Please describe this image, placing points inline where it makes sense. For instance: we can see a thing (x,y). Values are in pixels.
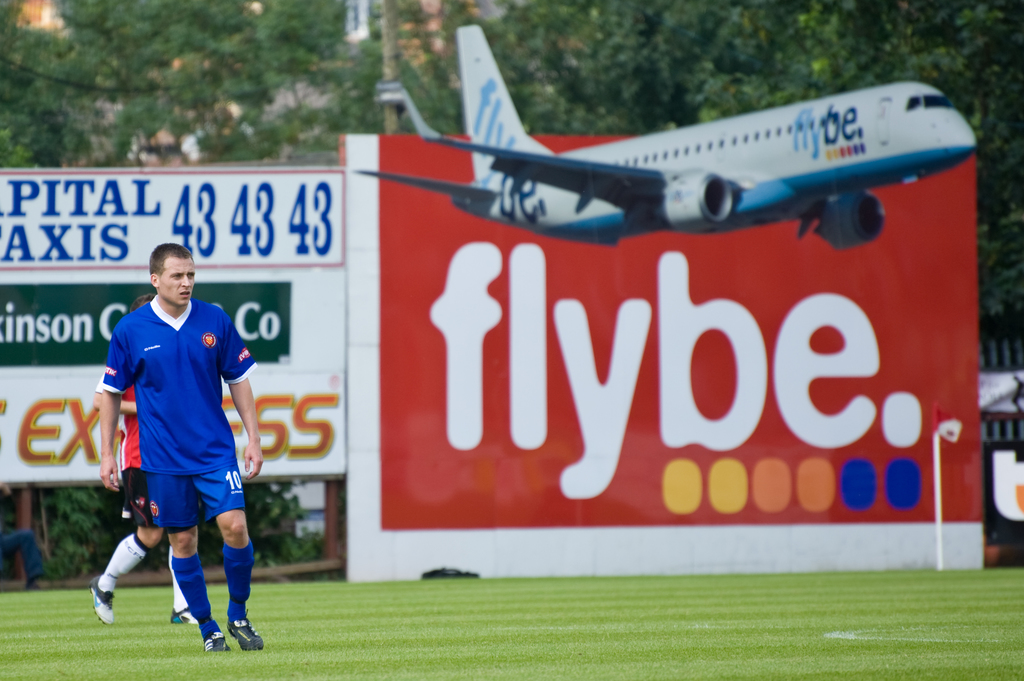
On the left side (202,441), we see the man (207,423) in the blue T-shirt (178,425) is standing. Behind him, we see a person (127,404) in the red T-shirt (138,445) is walking. They might be playing the game. At the bottom (610,612), we see the grass (794,641). Here, we see the airplane picture (532,170) on the board (795,201). Behind that, we see the banners (332,317) or boards (321,331) in white and red color with some text (466,360) written on it. Beside that, we see a pole (937,484). Behind that, we see the railing (1019,426). There are trees (401,57) in the background (342,43). On the left side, we see a person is sitting on the chair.
